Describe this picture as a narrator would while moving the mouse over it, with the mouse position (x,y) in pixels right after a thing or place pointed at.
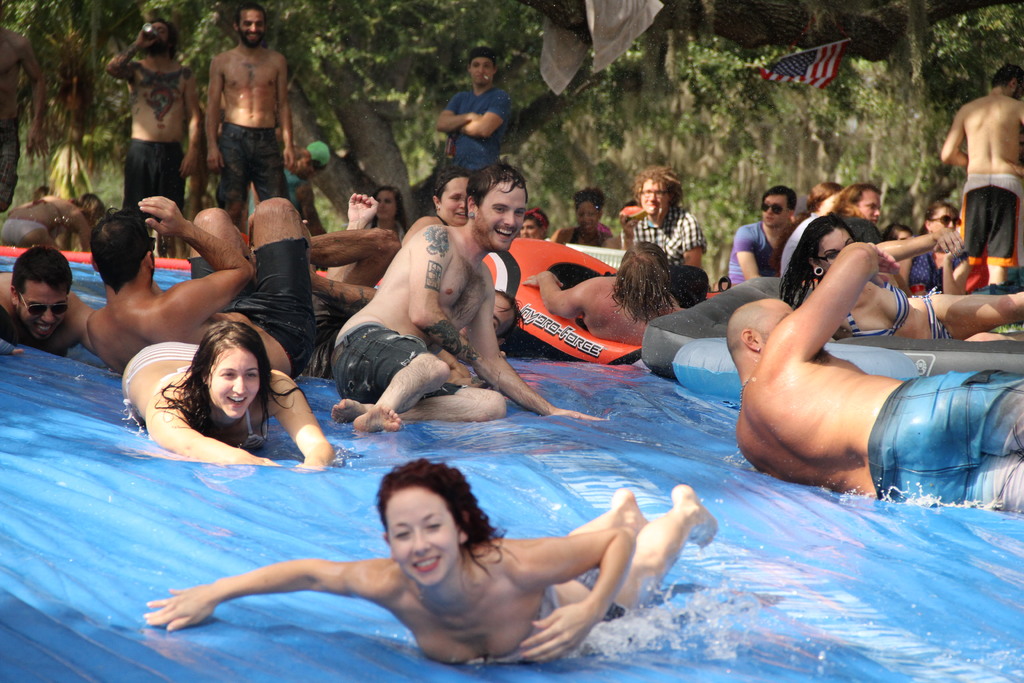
In the center of the image (415,286) some persons (375,340) are lying on the water slides (480,428). In the background of the image (301,176) some persons (217,94) are standing and trees (783,99), flag (776,77) and cloth (619,28) are present.
